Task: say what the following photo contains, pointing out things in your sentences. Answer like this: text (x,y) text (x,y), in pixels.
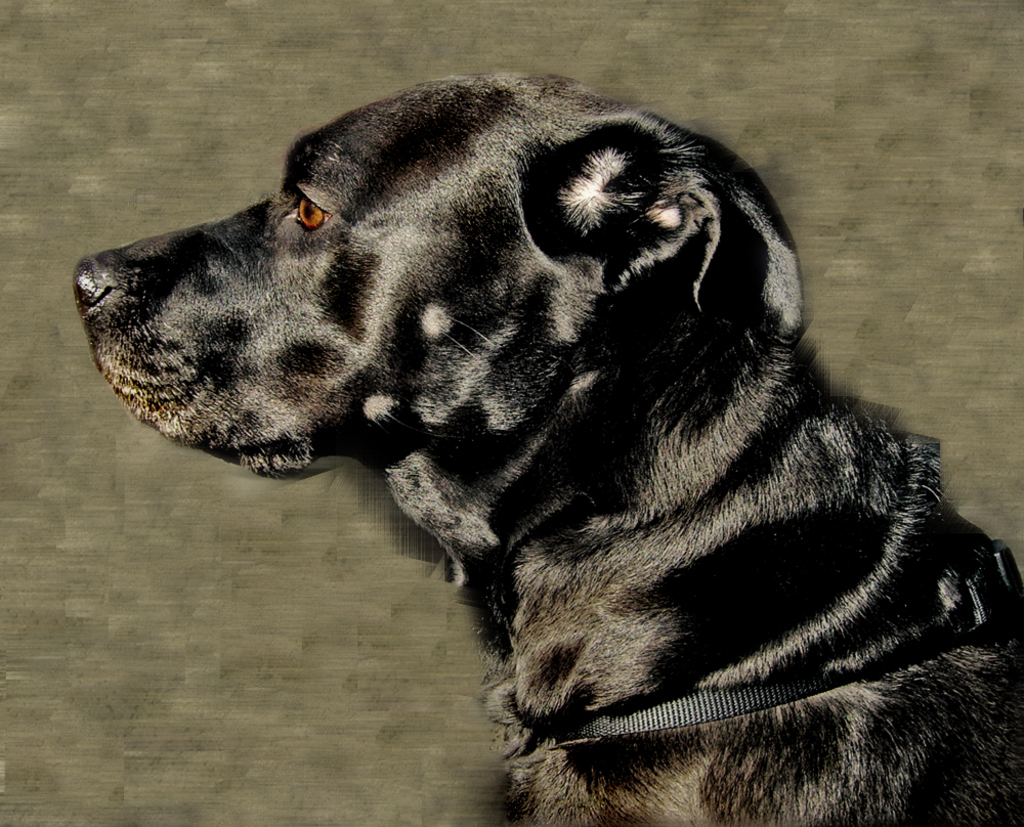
In this image I can see a black colour dog (393,435) and here I can see a black colour belt (686,715).
